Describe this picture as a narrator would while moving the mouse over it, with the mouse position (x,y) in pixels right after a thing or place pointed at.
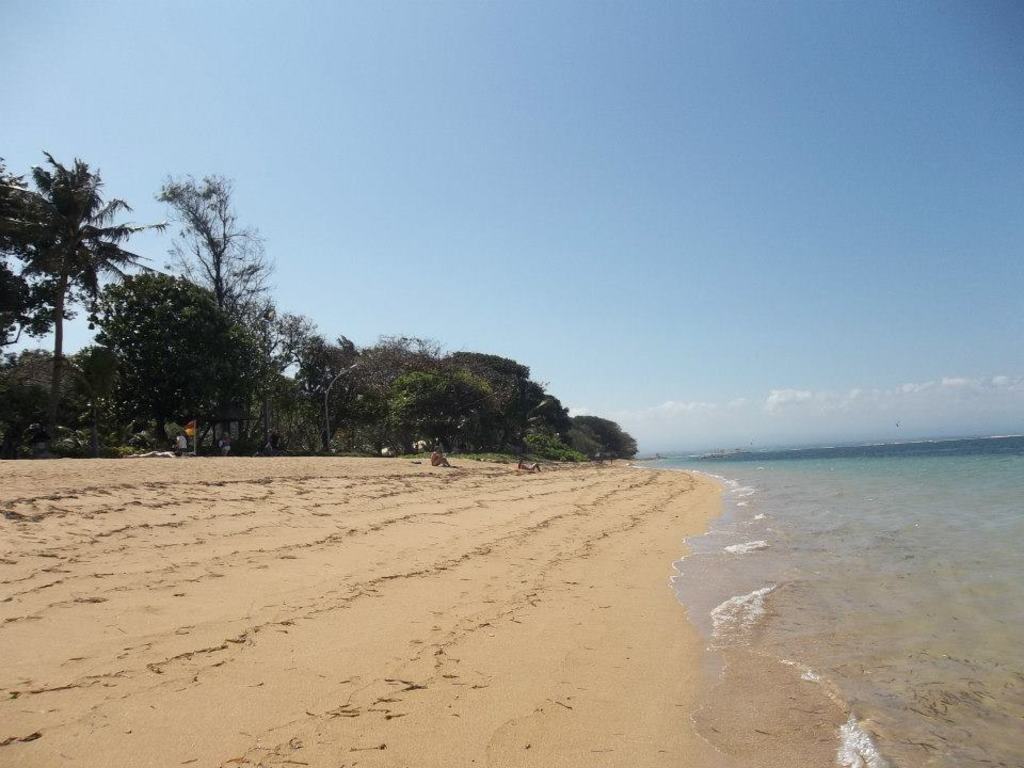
In this picture we can see some people (178,447) on sand (163,572), flag (193,435), trees (209,383), water (952,529) and in the background (512,287) we can see the sky (788,198) with clouds (1006,379).
